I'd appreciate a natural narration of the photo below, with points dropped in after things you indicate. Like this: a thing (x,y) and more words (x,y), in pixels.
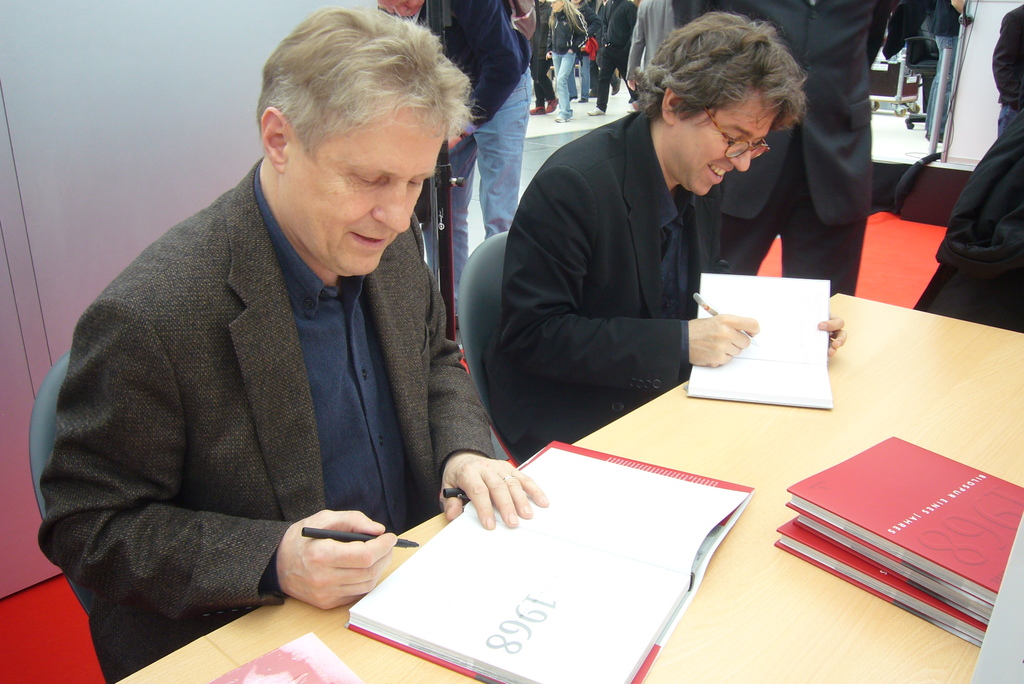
There are two men (397,384) sitting on chairs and holding books (776,293) and pens (459,497) and we can see books (408,638) on the table (952,452). In the background (626,11) we can see people (825,90), rods (445,253), wall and chairs (932,65).
